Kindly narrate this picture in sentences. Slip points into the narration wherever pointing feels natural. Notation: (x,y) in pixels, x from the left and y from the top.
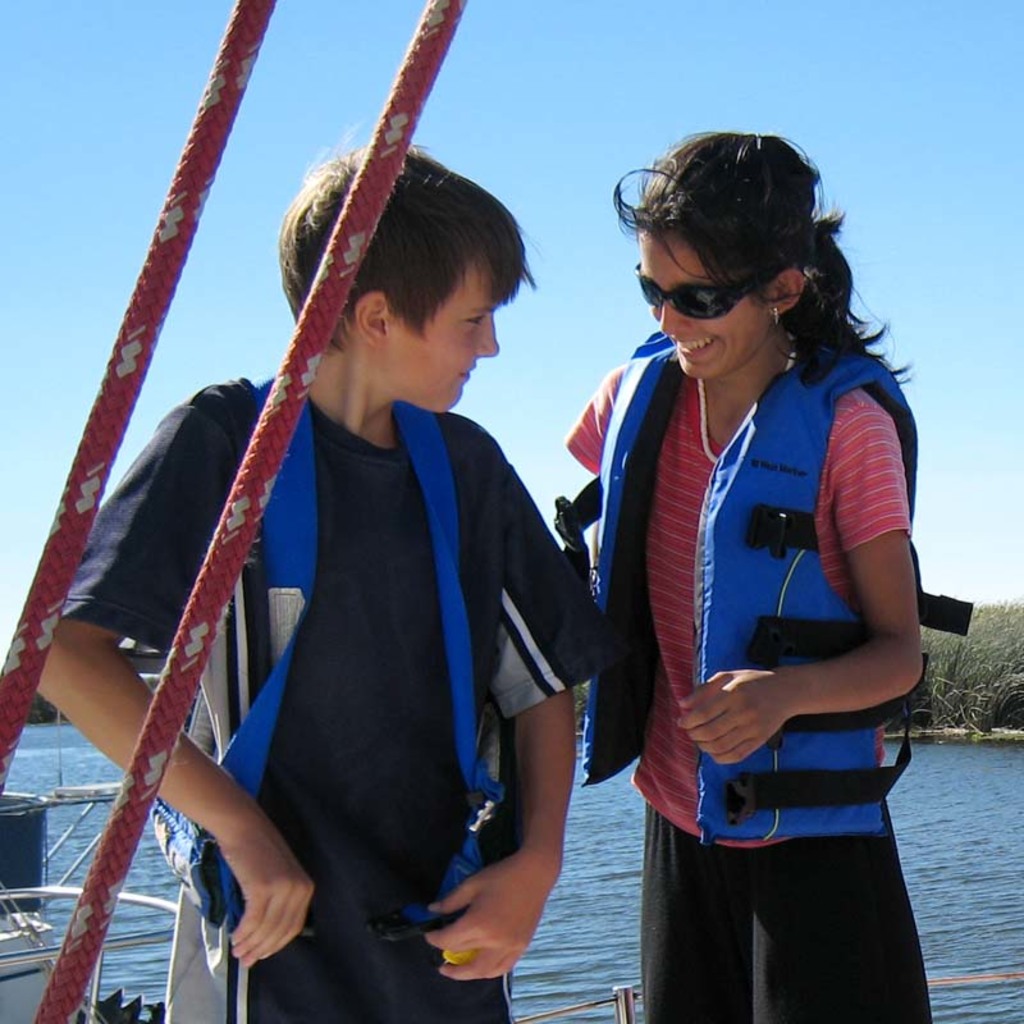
In this image there is a boy (509,616) and a girl (728,643) wearing life jackets (731,596) standing on a ship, in front of them there are two ropes (271,451) and behind them there is water (635,868), behind the water (911,821) there is grass (972,668).
